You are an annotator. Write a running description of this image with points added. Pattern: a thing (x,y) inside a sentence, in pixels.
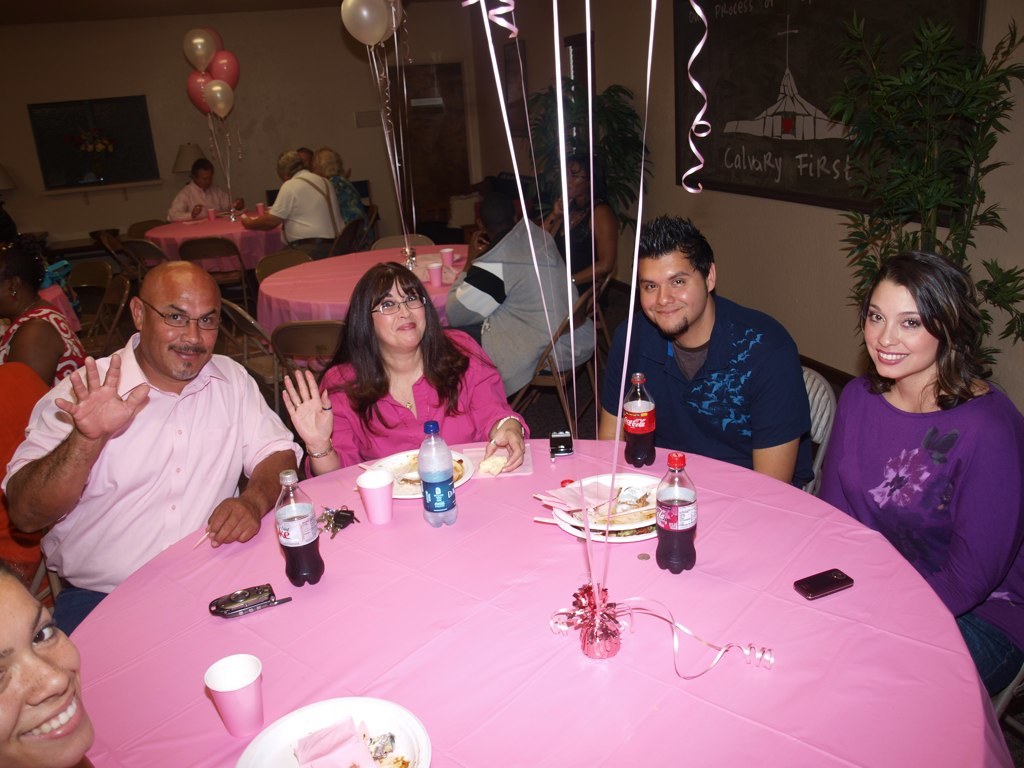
In this picture we can see a group of people (426,300) sitting on chairs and in front of them on table (470,751) we have glass (248,680), plate (360,707) with some food items (376,745), bottle (306,551) with drink (309,564) in it, mobile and they are smiling and in background (326,114) we can see some more persons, balloons (214,59), wall (171,68), frame (106,115), door (432,95), plants (535,123).
